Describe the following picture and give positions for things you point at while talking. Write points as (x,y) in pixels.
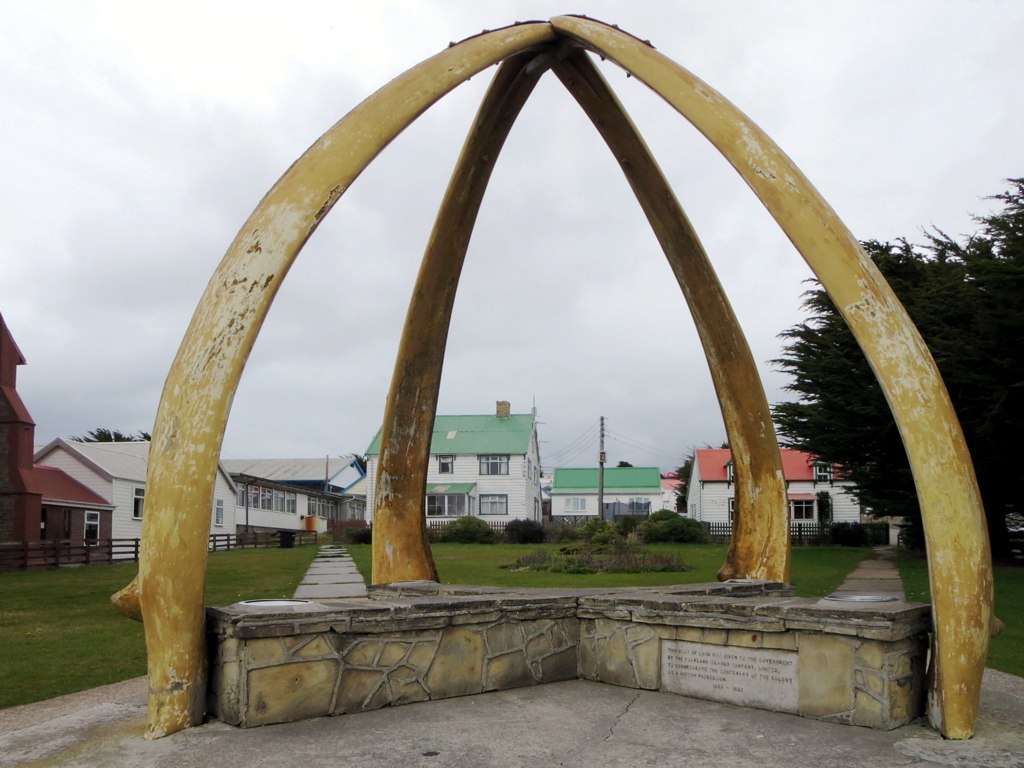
In front of the image there are pillars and also there are small walls (670,627) on the ground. On the wall (827,677) there is a stone plate (692,660) with something written on it. Behind them in the background (688,557) there is grass (467,558) on the ground (647,551). And also there are small plants (568,532). Behind them there is fencing (106,549). Behind the fencing (244,546) there are buildings (129,476) with walls (502,479), roofs (298,489) and windows (503,463). At the top of the image (977,73) there is sky (518,406).
